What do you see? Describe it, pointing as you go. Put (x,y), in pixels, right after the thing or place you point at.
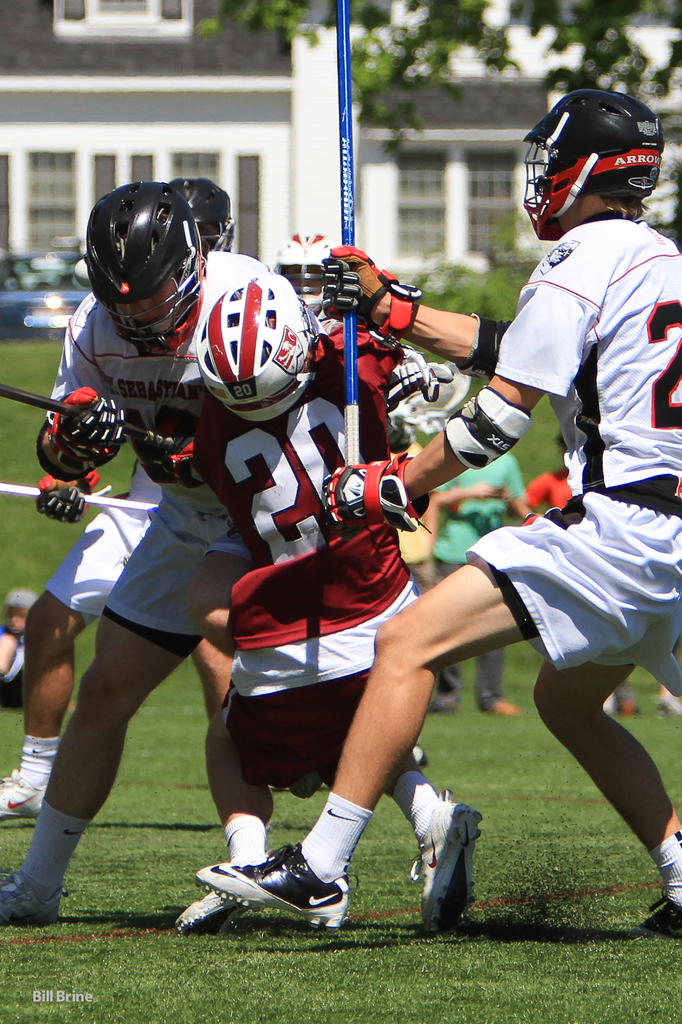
In this image we can see people (403,579). Some are wearing helmets (229,337) and gloves (90,421). Few people (137,376) are holding sticks (346,236). On the ground (398,970) there is grass (543,942). In the background (426,231) we can see building (161,85) with windows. Also we can see branches (473,33) of a tree (497,63).
